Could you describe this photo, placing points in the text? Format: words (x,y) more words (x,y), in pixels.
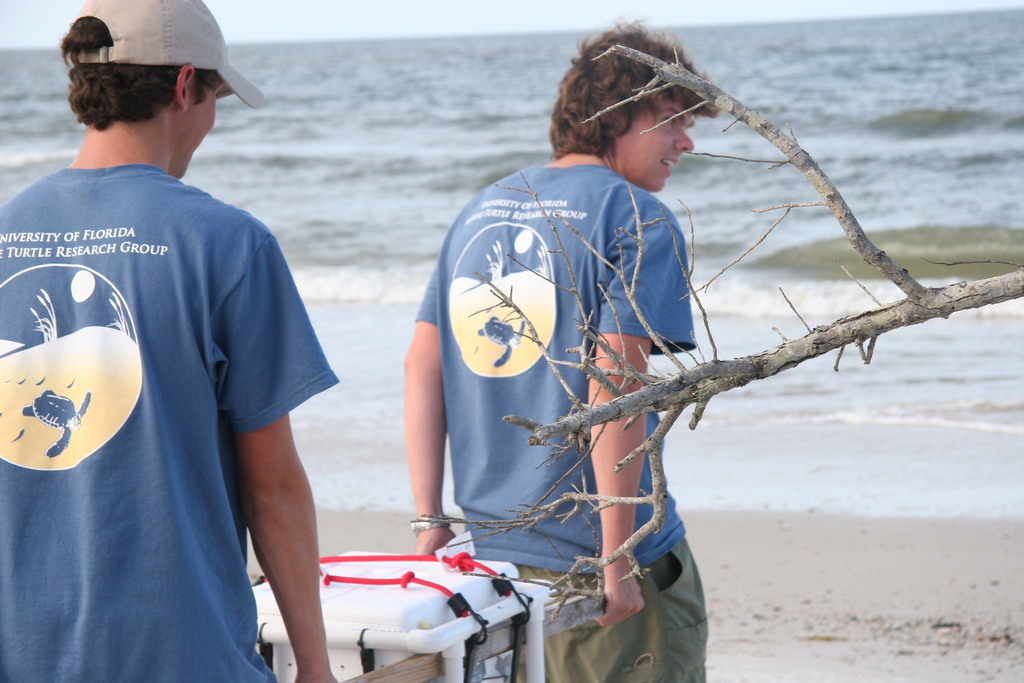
In this picture there are two boys (159,331) on the left side of the image (248,366), by holding a box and there is water (725,61) at the top side of the image (775,69).
